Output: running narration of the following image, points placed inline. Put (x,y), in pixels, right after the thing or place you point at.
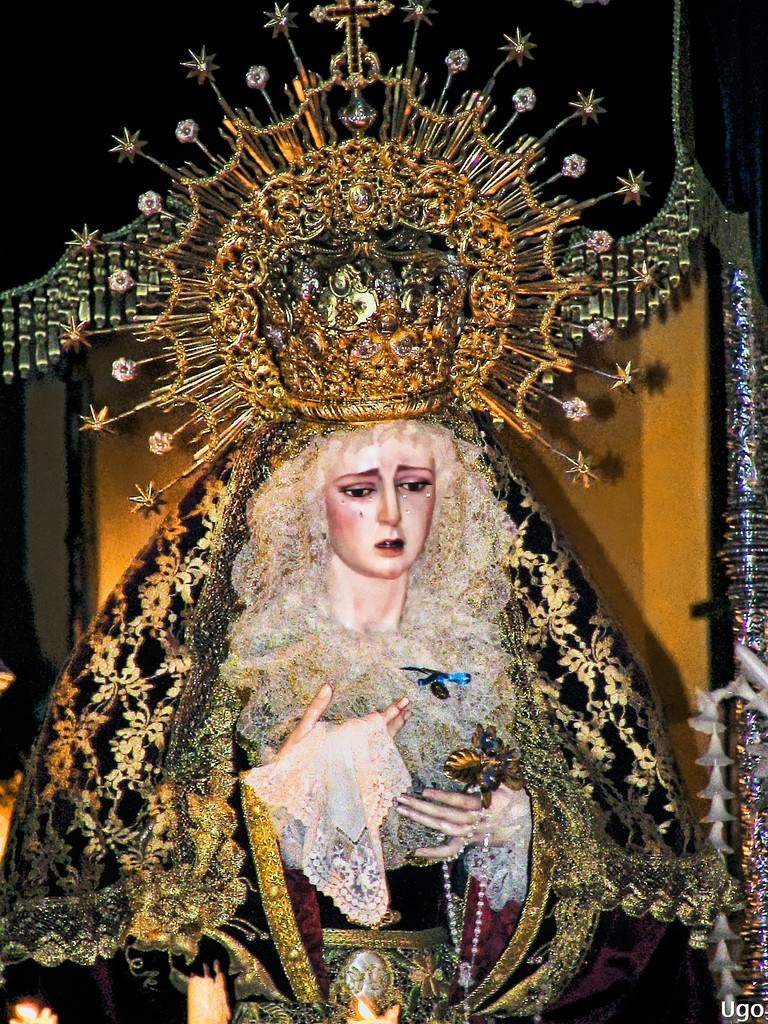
In the picture I can see a statue (417,660) of a woman (394,651). The woman (336,643) is wearing a crown (371,354) and clothes (284,770). On the bottom right corner (743,1009) I can see a watermark (728,1016).
